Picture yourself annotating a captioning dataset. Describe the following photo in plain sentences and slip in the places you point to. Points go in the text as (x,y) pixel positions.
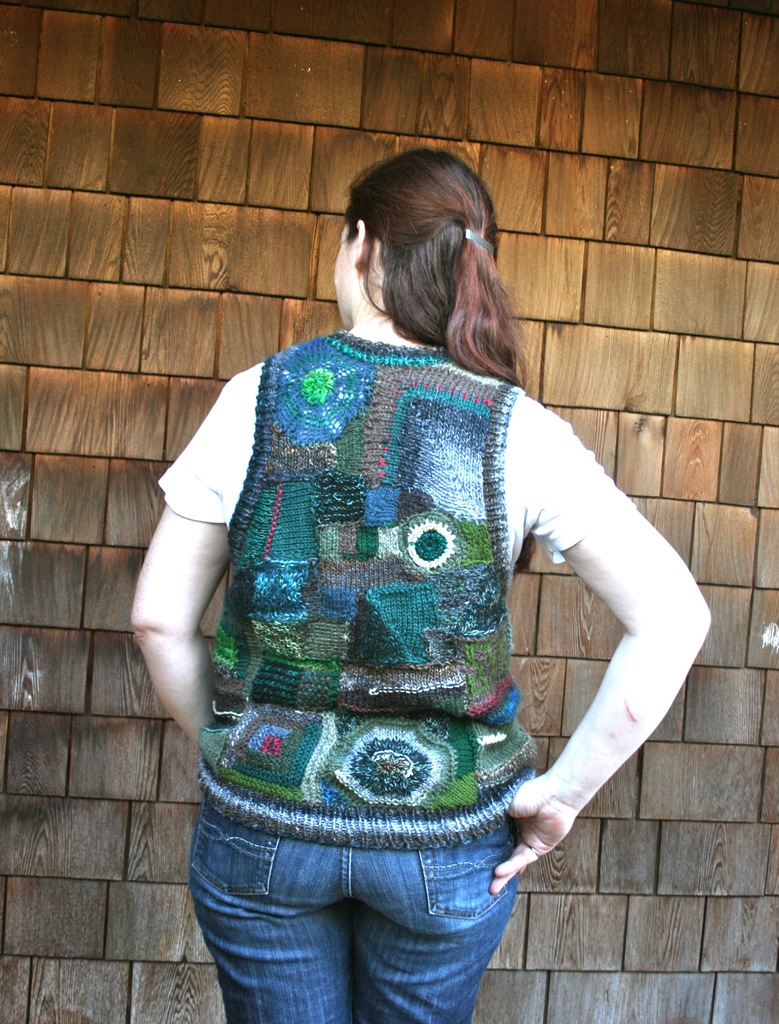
In this picture, there is a woman (381,367) facing backwards. She is wearing a jacket (368,735) and a blue jeans (433,886). Before her, there is a wall (234,22) with wooden tiles (700,445).
